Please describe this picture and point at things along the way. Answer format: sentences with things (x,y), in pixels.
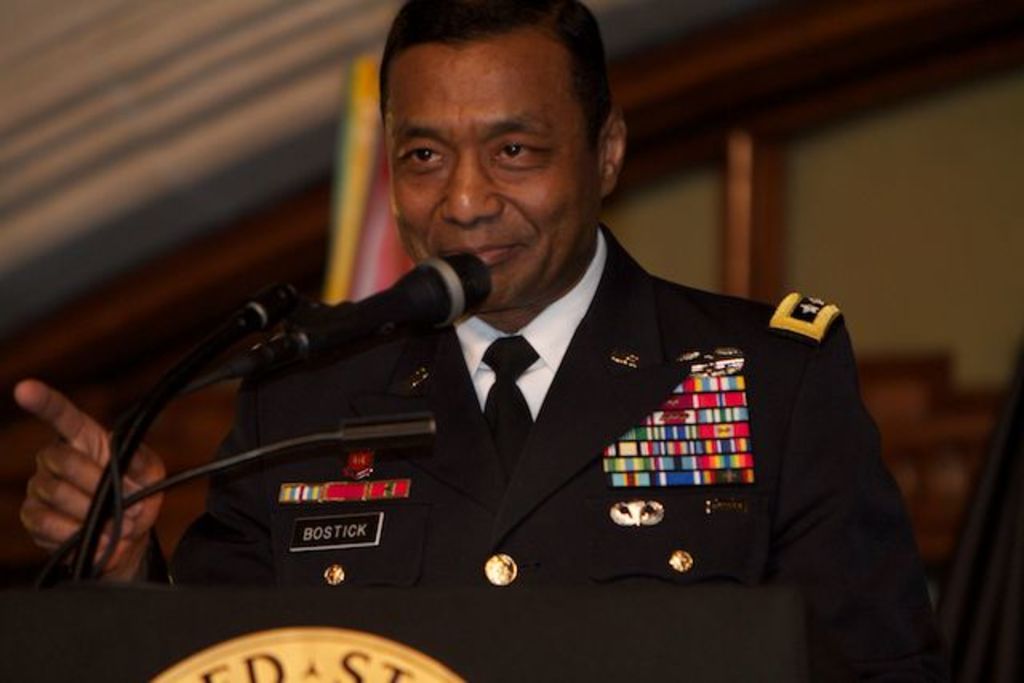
In this image I can see a person (681,347) wearing a black color suit (568,385) and standing in front of podium (379,609) and in front of him I can see a mike (419,301).
